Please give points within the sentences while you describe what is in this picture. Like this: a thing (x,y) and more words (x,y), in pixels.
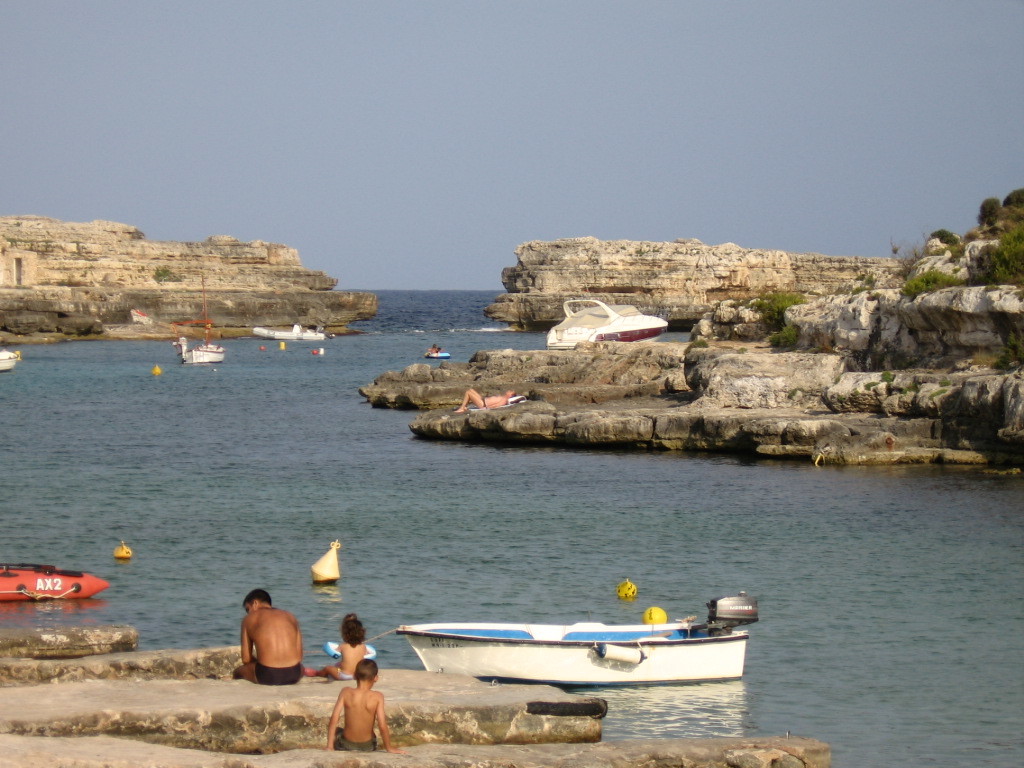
In this image we can see people (361,657) sitting and lying on the rocks (431,389), boats (565,337) and ships (551,335) on the water (298,408), trees (1000,265) and sky (560,128).
